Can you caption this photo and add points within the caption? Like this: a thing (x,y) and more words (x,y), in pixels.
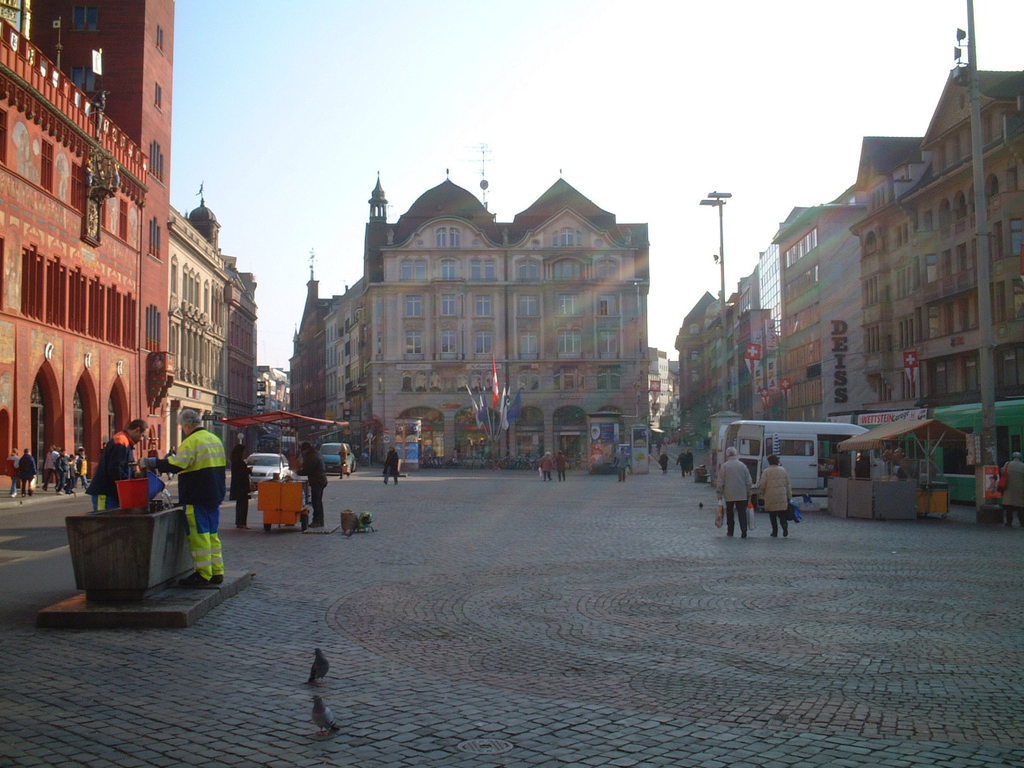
This image is taken outdoors. At the top of the image (305,121) there is the sky (574,118). At the bottom of the image (453,698) there is a road (685,671). In the background (661,373) there are a few buildings (335,379). In the middle of the image (421,335) there are many buildings (301,357) with walls (922,335), windows (933,320), doors (77,418), railings (102,139), balconies (80,114) and roofs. There are a few poles (722,249) with street lights (701,202). There are a few flags (496,407). There are many boards (598,443) with text (892,420) on them. A few people (726,485) are walking on the road (653,471) and a few are standing. Two cars (269,461) are parked on the road (432,529). On the left side of the image (86,472) a few people (71,481) are walking on the sidewalk (17,496) and a few are standing. There is a vehicle (276,506) parked on the road (244,532). On the right side of the image (890,462) there is a stall (902,489). There is a tent (922,429) and a few are walking. A van (786,444) is parked on the road (250,543).
